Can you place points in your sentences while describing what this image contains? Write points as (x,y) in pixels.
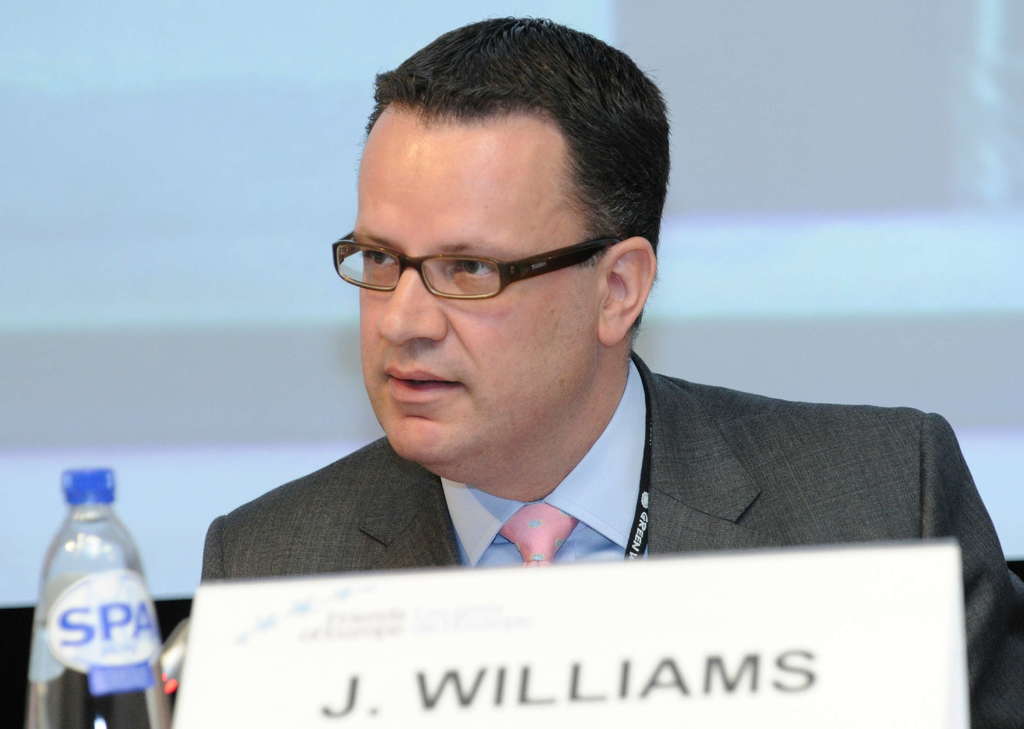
in the picture there was a person (557,334), in front of the person (422,453) there was a bottle (130,610) and beside the bottle (146,668) there was a name card (757,642) in which we can see the words j. williams (379,711).
